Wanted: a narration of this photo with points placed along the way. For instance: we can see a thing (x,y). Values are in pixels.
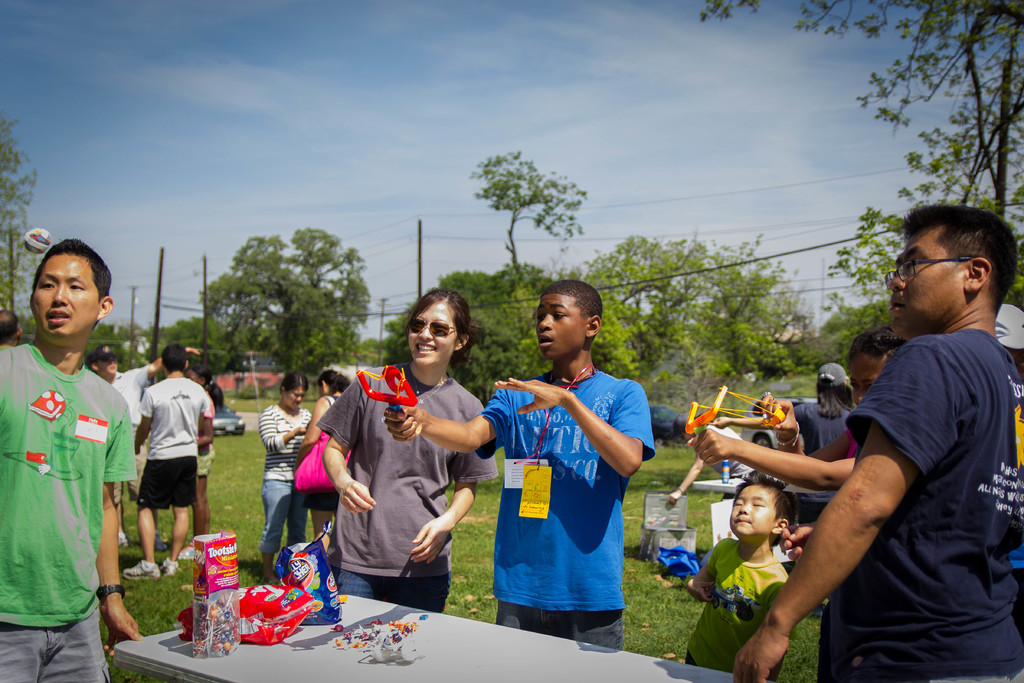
This is an outside view. Here I can see few people (537,457) are standing and looking at the left side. Few people (410,408) are holding some toys (411,394) in the hands (719,434). At the bottom (359,656) there is a table (343,658) on which a box (218,622) and some other objects (336,614) are placed. In the background (306,441), I can see some more people (198,405) standing. I can see the grass (636,622) on the ground (644,598). In the background (251,296) there are many trees (508,291) and also there is a car (235,423). At the top of the image (235,78) I can see the sky (416,84).
